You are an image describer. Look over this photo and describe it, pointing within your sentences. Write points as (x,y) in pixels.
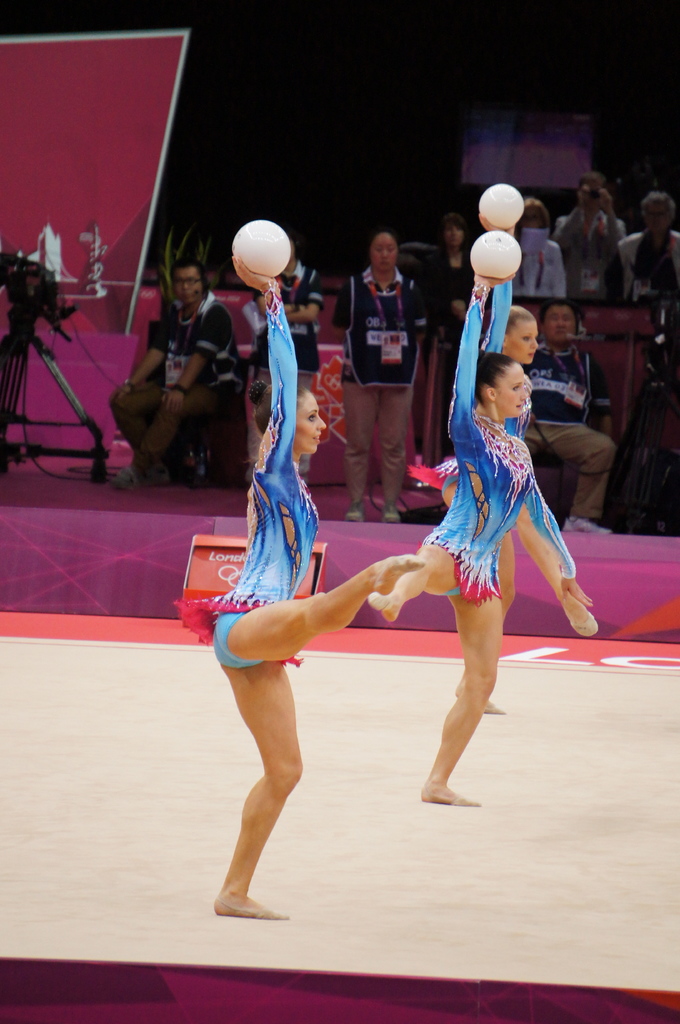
In this image there are three ladies (265,693) performing gymnastics on a floor (359,719), in the background (337,332) there are people (571,342) sitting and few (590,257) are standing.
